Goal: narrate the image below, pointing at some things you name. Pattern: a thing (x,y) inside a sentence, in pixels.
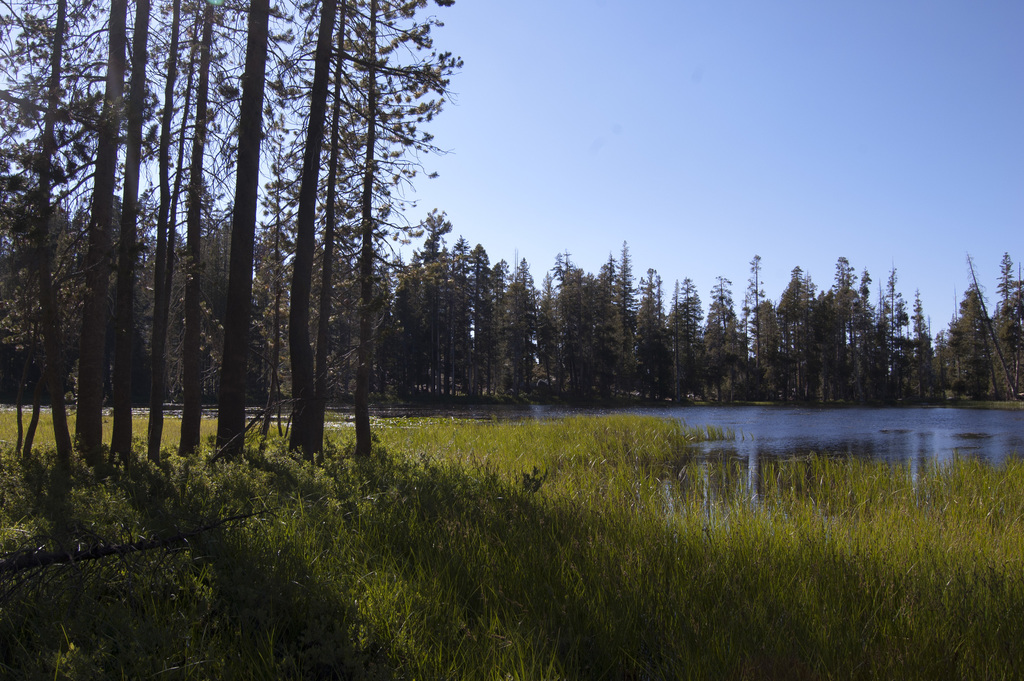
In this image I can see a green color grass (532,496) and trees (302,296). We can see water (788,443). The sky (668,105) is in blue and white color.
